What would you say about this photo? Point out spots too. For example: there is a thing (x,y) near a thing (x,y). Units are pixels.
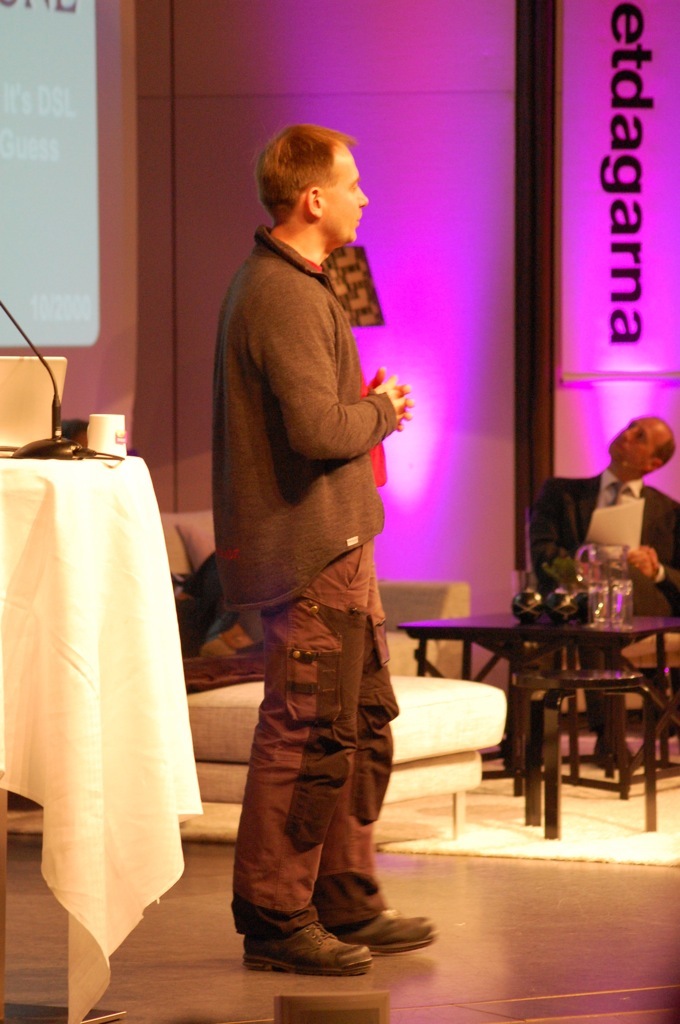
In the image a man (350,175) is standing behind him there is a couch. Bottom right side of the image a man (657,425) is sitting on a chair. In front of him there is a table (650,627) on the table (662,660) there is a flower pot (567,586) and there are some glasses (610,588) on the table (619,629). Bottom left side of the image (177,860) there is a table (125,456) on the table (6,477) there is a laptop (24,397) and cup (101,422) and microphone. Top left side of the image (89,169) there is a screen (12,261). Top right side of the image (460,46) there is a wall (533,205).
